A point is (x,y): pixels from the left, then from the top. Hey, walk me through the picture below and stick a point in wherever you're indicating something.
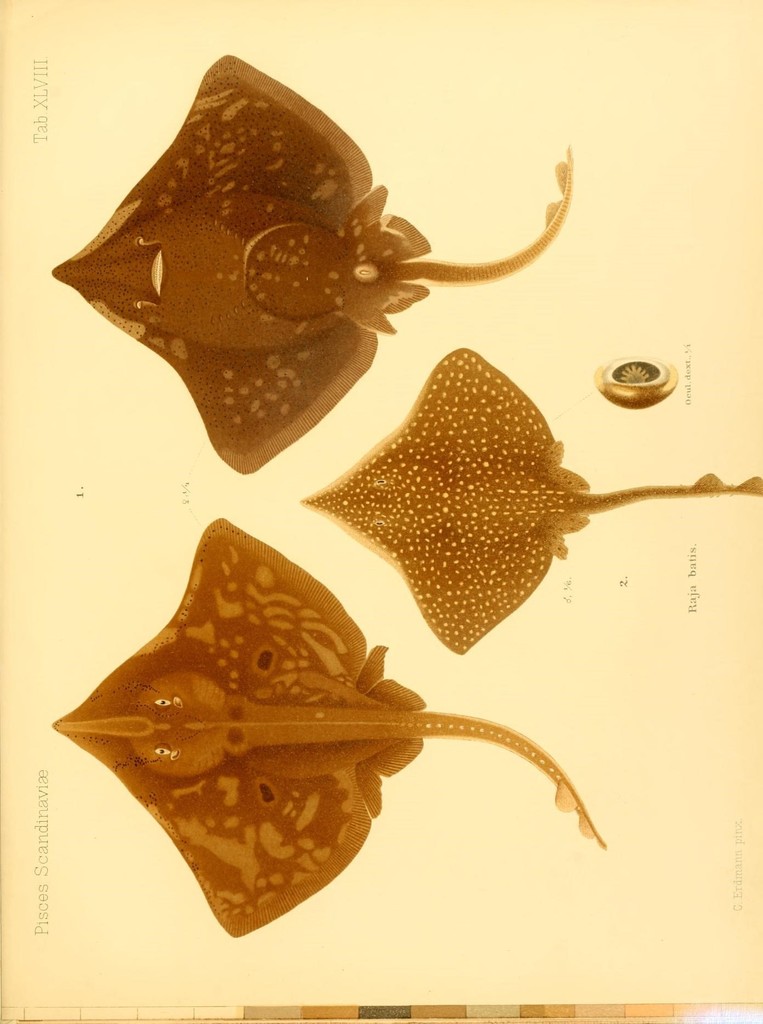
There is a paper (112,174). On the paper (497,886) there are three ray fishes images (470,535) and something is written on the paper (410,625).
